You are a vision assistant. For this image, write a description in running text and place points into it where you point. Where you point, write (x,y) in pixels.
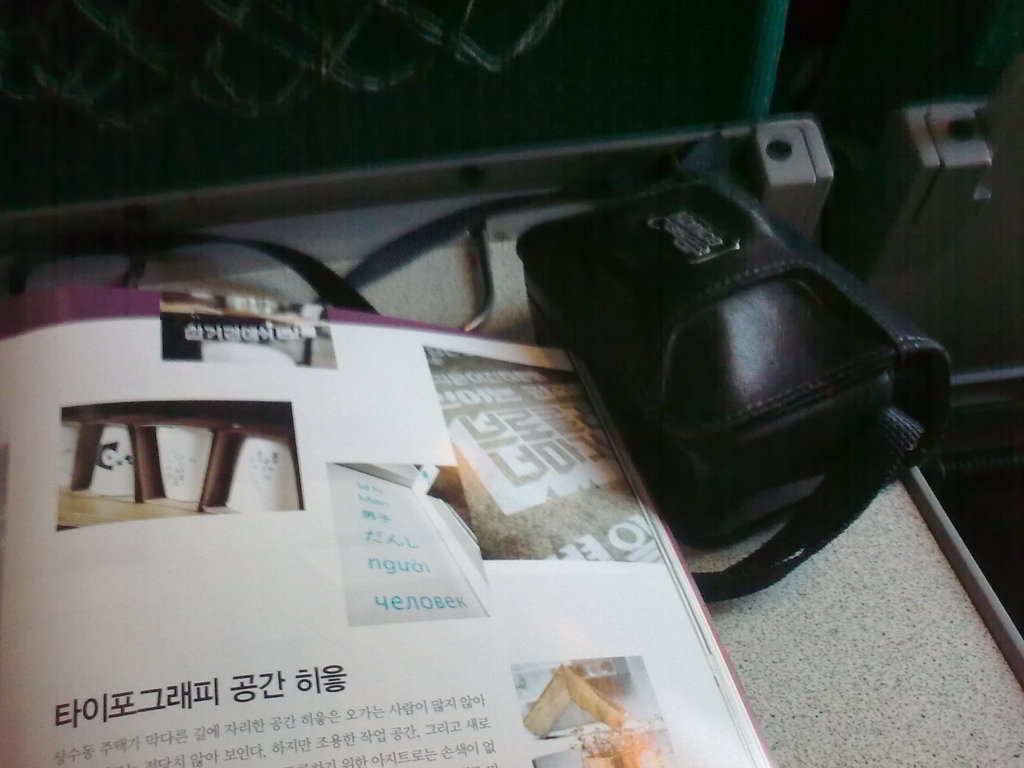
In this picture I can observe some books (118,494) placed on the table (929,690). There is a black color bag (690,406) on the table (793,641). I can observe some text (199,729) in the book (184,549).
